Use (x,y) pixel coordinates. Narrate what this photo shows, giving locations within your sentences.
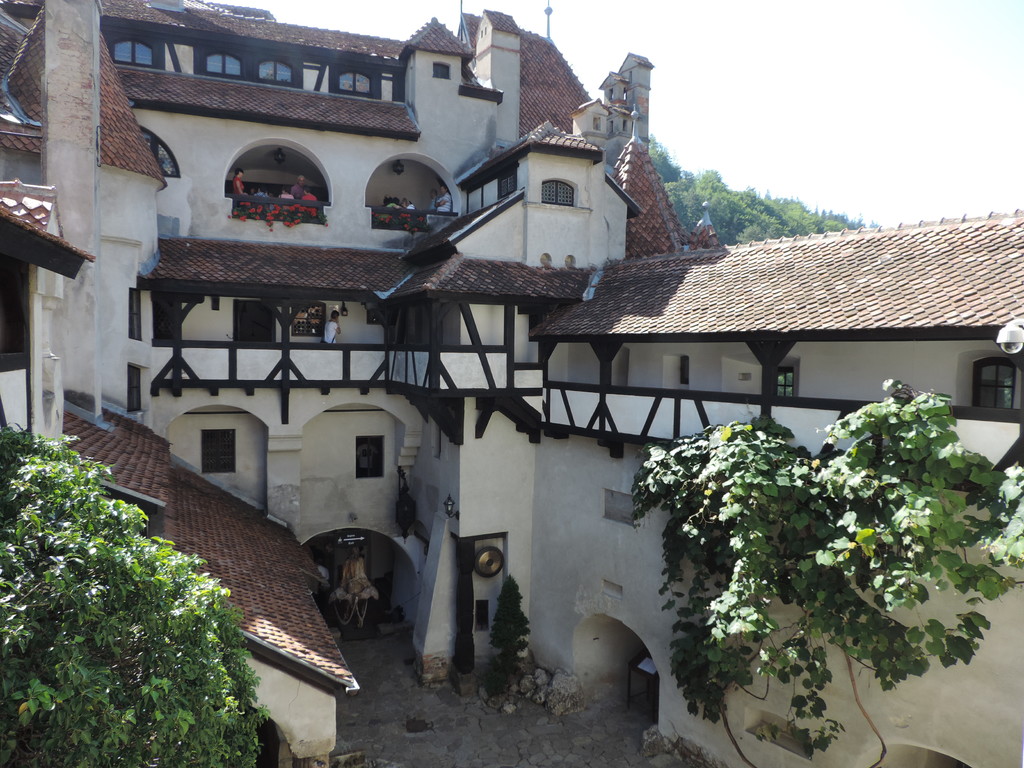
In this image we can see buildings (626,280), creepers (856,452), trees (99,689), stones (535,678), people (333,328) standing in the balcony (505,317) and sky (746,100).
